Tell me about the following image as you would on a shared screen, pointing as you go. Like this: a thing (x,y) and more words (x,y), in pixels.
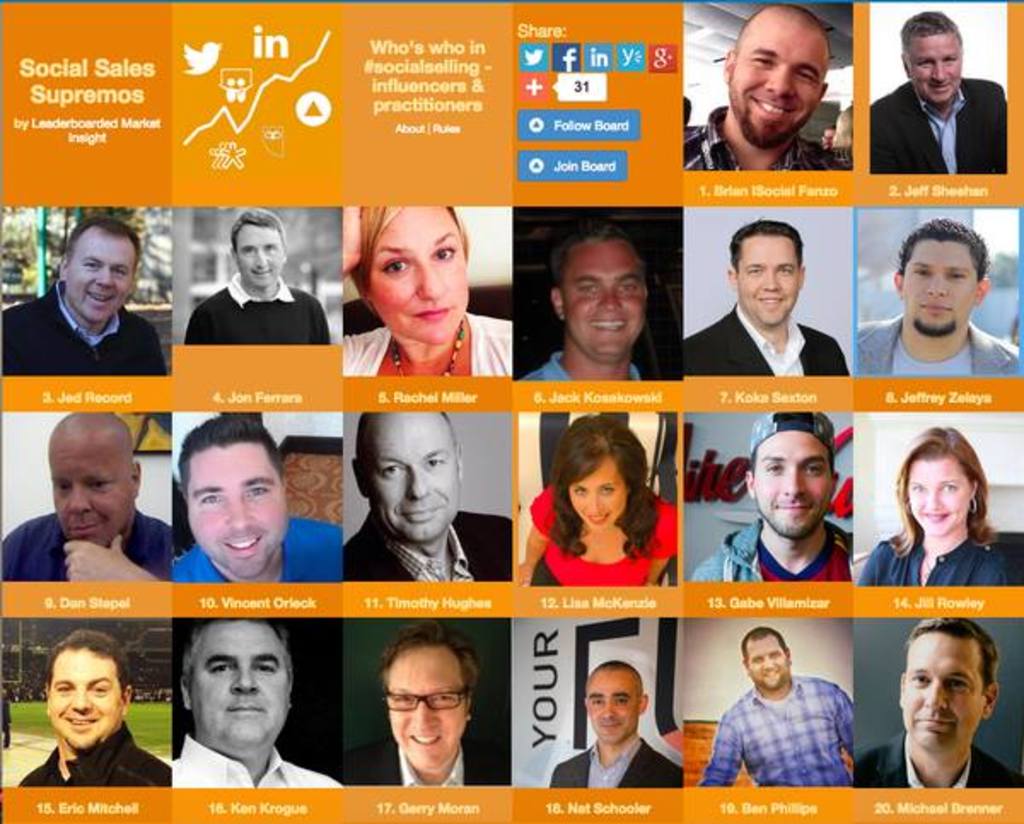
In this image we can see a collage of pictures (221,423), and names (921,394) on it, on the left top (280,140) there are application icons (628,68).
